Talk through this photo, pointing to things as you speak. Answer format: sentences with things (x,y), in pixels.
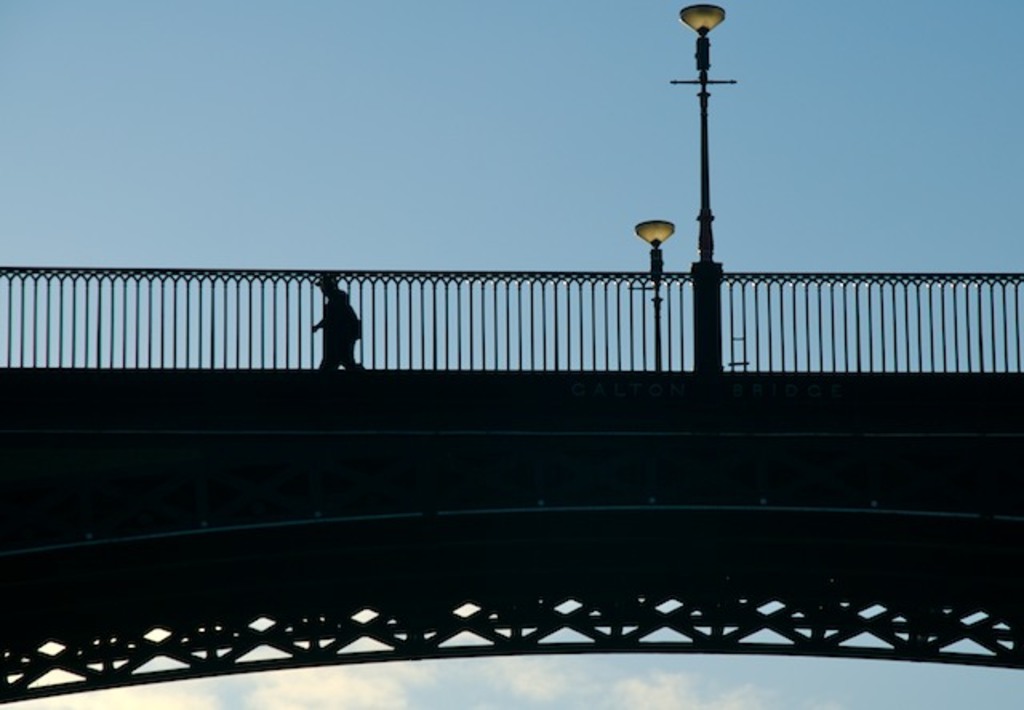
In this image there is a bridge (667,580) having few street lights (701,351). A person (340,344) is walking behind the fence (402,278). Background (354,693) there is sky (397,665) with some clouds (381,666).
